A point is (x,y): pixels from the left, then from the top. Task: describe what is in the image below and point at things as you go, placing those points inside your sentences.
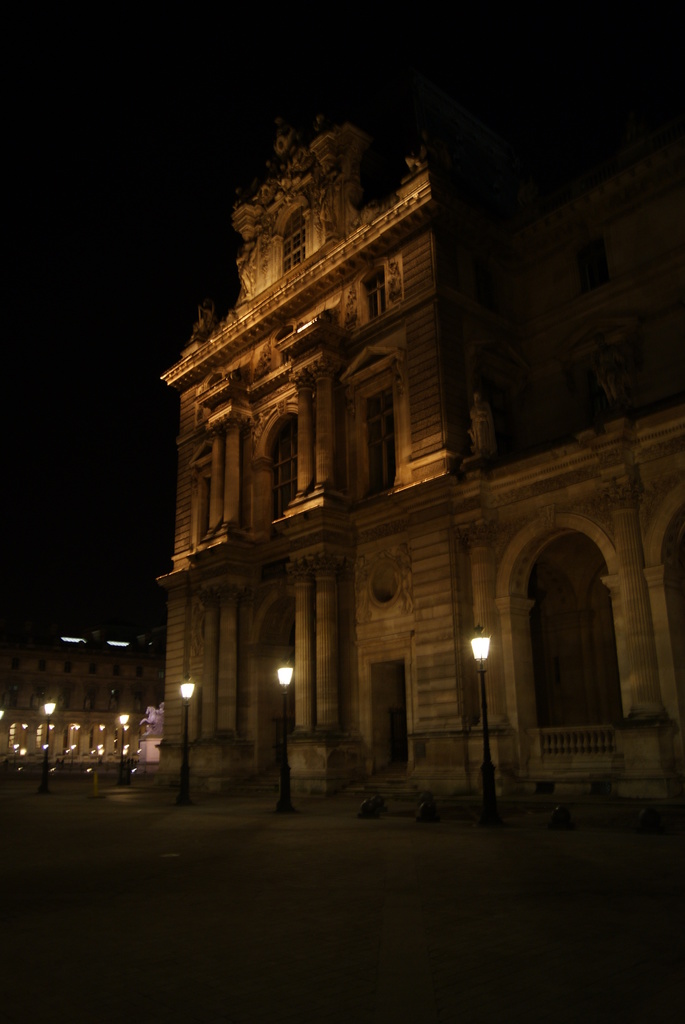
In this picture I can see the buildings (376,615) and monument (361,642). In front of the building (267,705) I can see the street lights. At the bottom (517,810) I can see the road (407,921).
